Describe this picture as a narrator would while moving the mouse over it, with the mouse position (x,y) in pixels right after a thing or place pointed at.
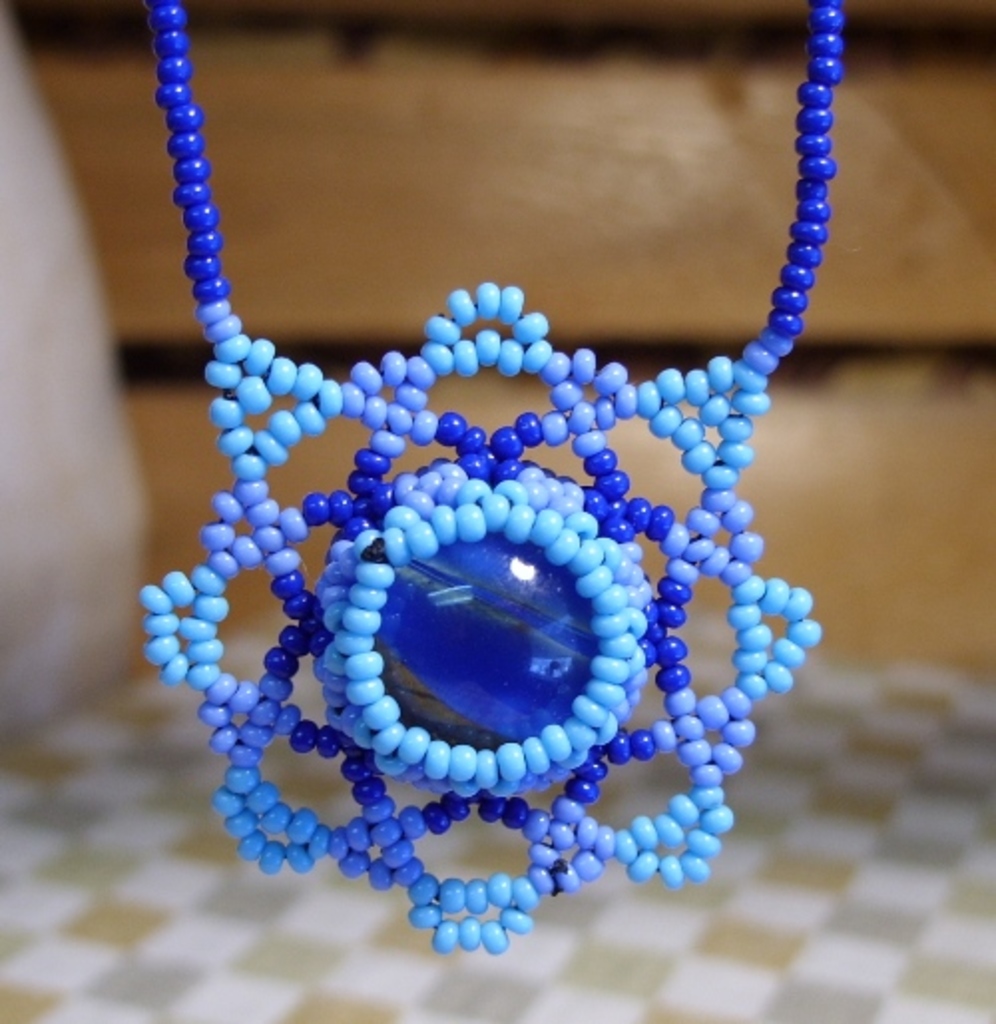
This is the picture of a chain (466,501) which is in blue color and it is made of beads (602,503).
